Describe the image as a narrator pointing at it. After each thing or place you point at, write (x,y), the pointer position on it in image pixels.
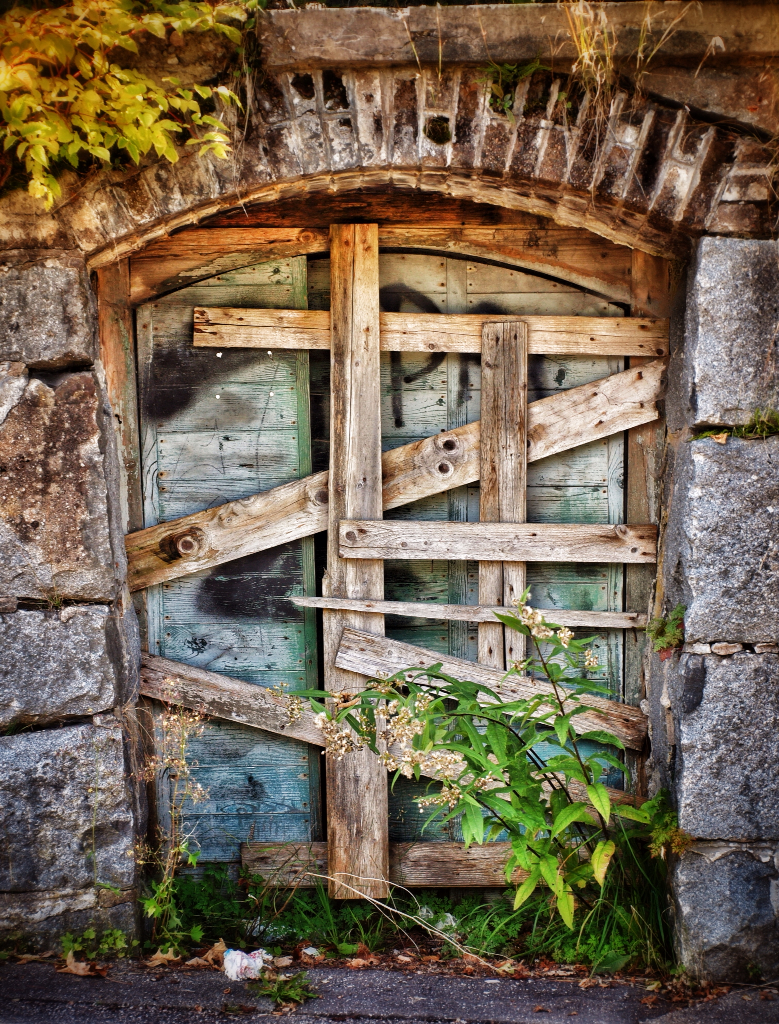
In the center of the image (352,465) there is a door (267,468). At the bottom (294,879) there are plants (568,841). In the background (440,159) there is a stone wall (204,59).
